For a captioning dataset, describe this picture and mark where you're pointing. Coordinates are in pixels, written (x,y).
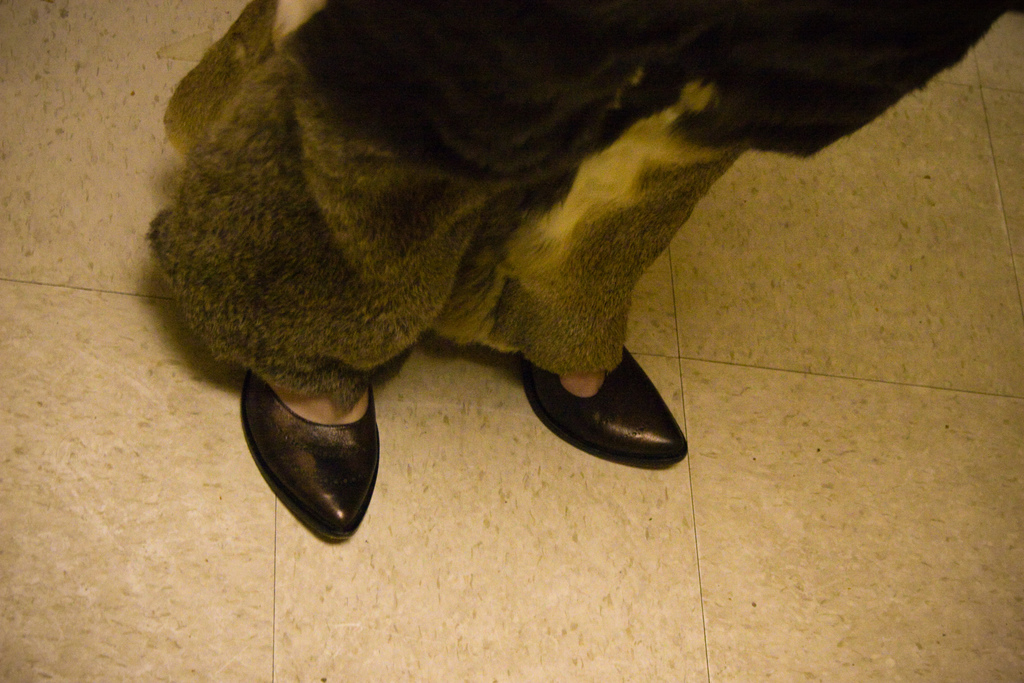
In this picture I can see a person (431,157) who is standing and I see that the person (407,170) is wearing a dress (464,158) which is of green, white and black color and I see that the person (265,269) is standing on a floor (736,347).
